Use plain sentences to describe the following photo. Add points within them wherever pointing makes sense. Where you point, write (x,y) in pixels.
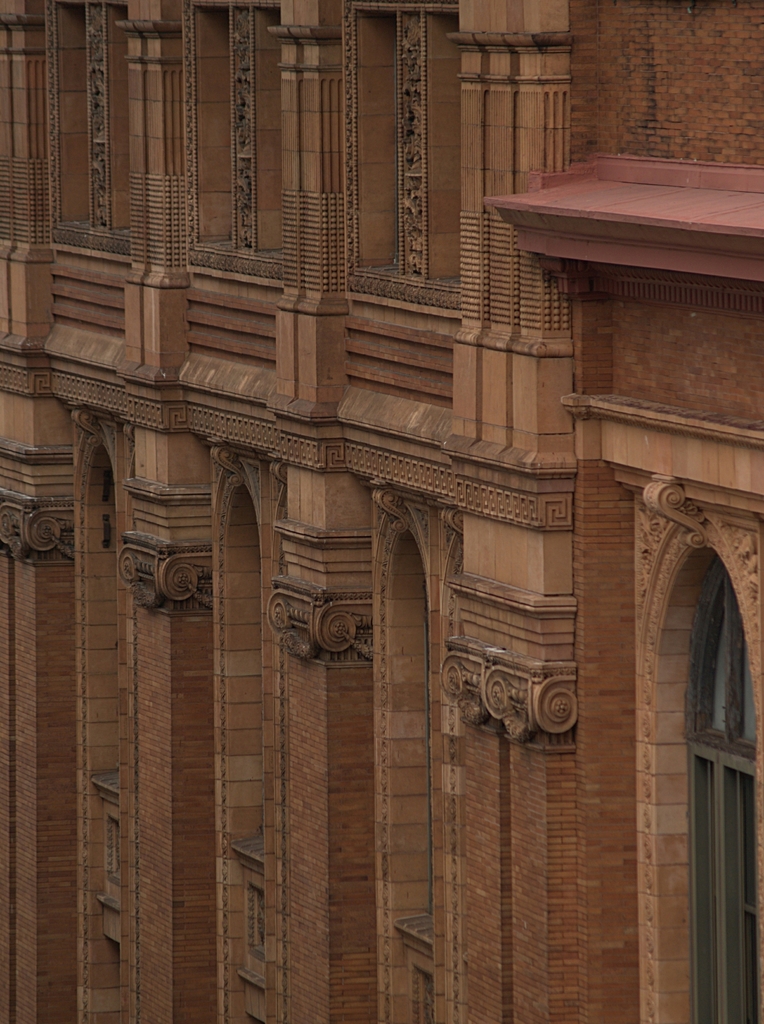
In this picture, we see a building (531,610) which is made up of the bricks (576,788). This building (509,726) is in brown color. On the right side (714,591), we see a window (724,917) and we even see the pillars (209,625).
